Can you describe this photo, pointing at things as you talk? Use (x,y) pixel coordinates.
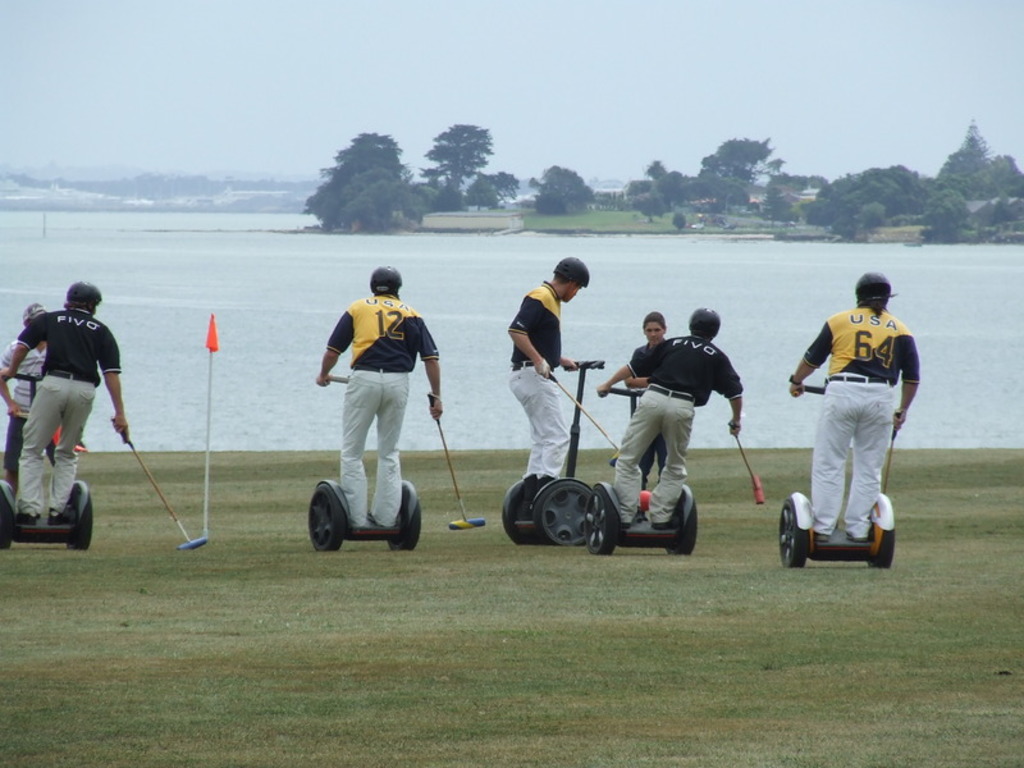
In the image in the center (384,328) we can see few people (392,408) were standing on the hoverboard scooter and they were holding some object (755,484). And there is a pole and grass (344,638). In the background (229,161) we can see trees (544,187), sky (899,142), clouds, water (561,257), grass (566,226), plants (562,211) and buildings (812,199).
